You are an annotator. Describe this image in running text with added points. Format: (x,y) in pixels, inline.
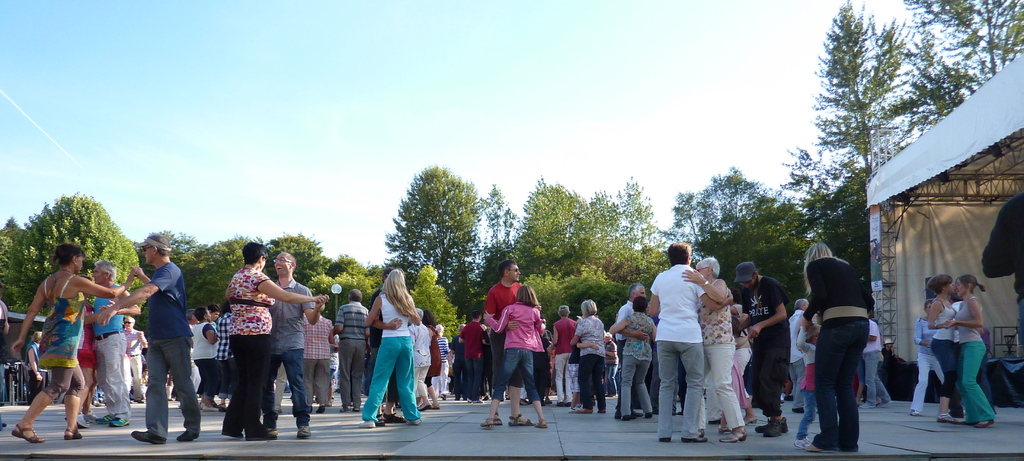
In this image we can see persons (605,359) standing on the floor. In the background (750,164) there are iron grills (873,168), tent (957,115), trees (557,304) and sky (307,168).
